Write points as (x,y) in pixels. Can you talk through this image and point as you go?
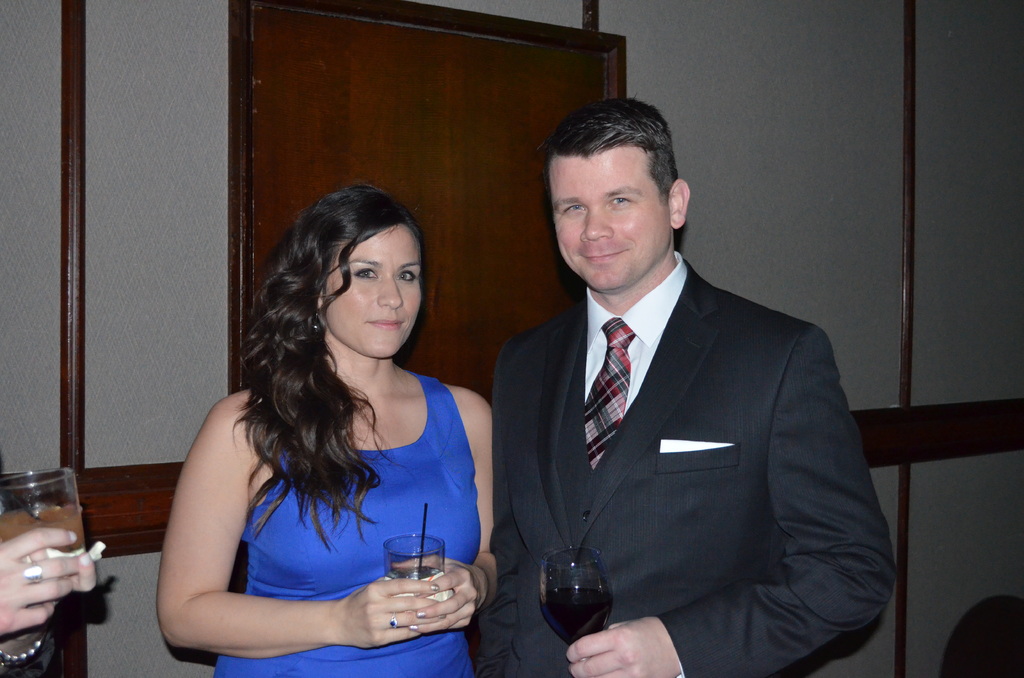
In the center of the image (646,229) there is a man (629,316) and woman (378,448) standing and holding glass tumblers (433,555). In the background (477,60) we can see door (471,97) and wall (652,44).
